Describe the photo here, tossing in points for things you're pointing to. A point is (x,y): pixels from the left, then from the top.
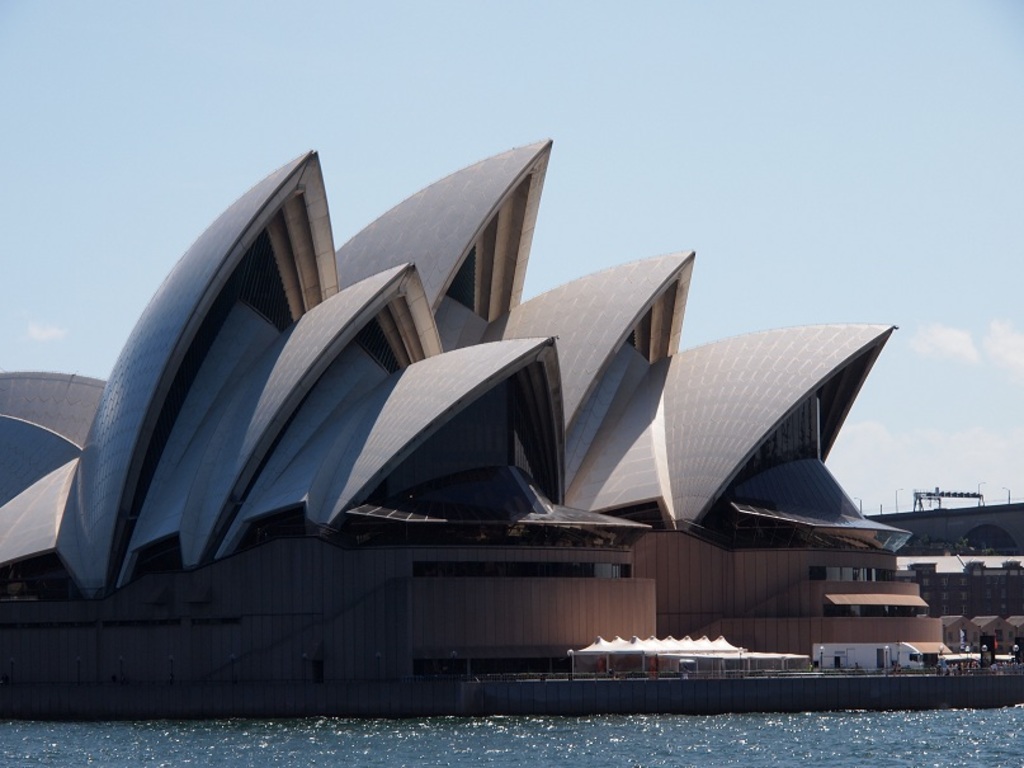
This picture consists of building (202,489), in front of the building (139,647) there is the lake (753,756) and at the top (254,89) I can see the sky (425,160).
